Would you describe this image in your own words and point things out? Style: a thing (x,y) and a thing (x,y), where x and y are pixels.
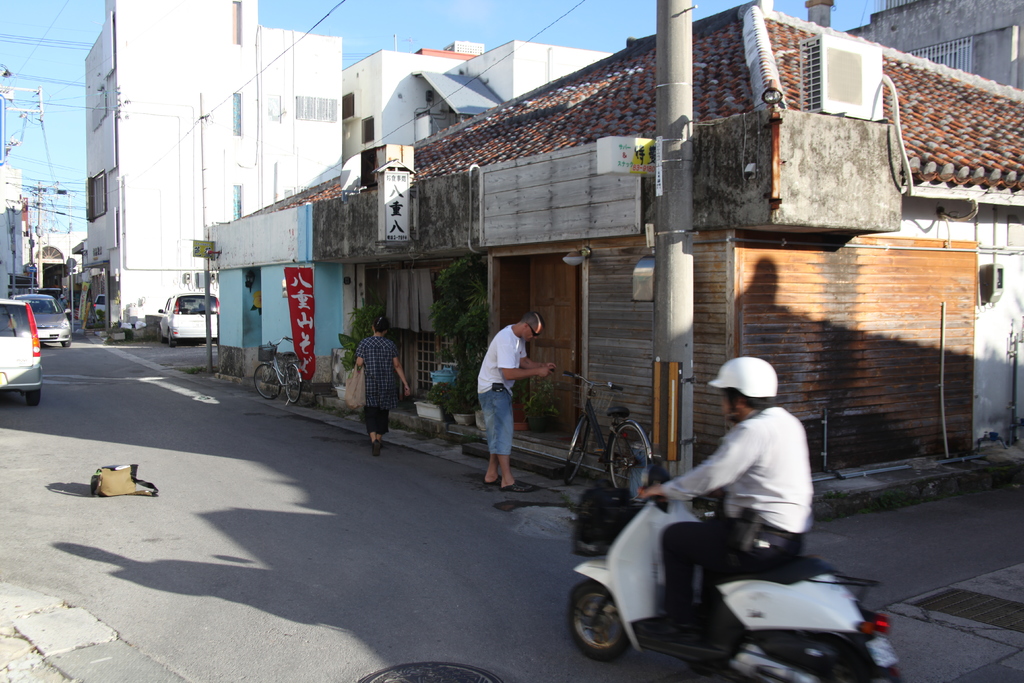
In the center of the image (643,265) we can see buildings (367,248), boards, some persons (389,347), bicycles (299,386), roof (790,75), air conditioner (815,85), poles (678,73), wires (449,98). On the left side of the image (57,340) we can see cars (52,325). In the middle of the image (342,427) we can see road (195,484), bag (129,483). At the bottom of the image (710,615) a man (731,554) is driving a motorcycle (722,639) and wearing helmet (770,394). At the top of the image (454,20) there is a sky (444,44).
